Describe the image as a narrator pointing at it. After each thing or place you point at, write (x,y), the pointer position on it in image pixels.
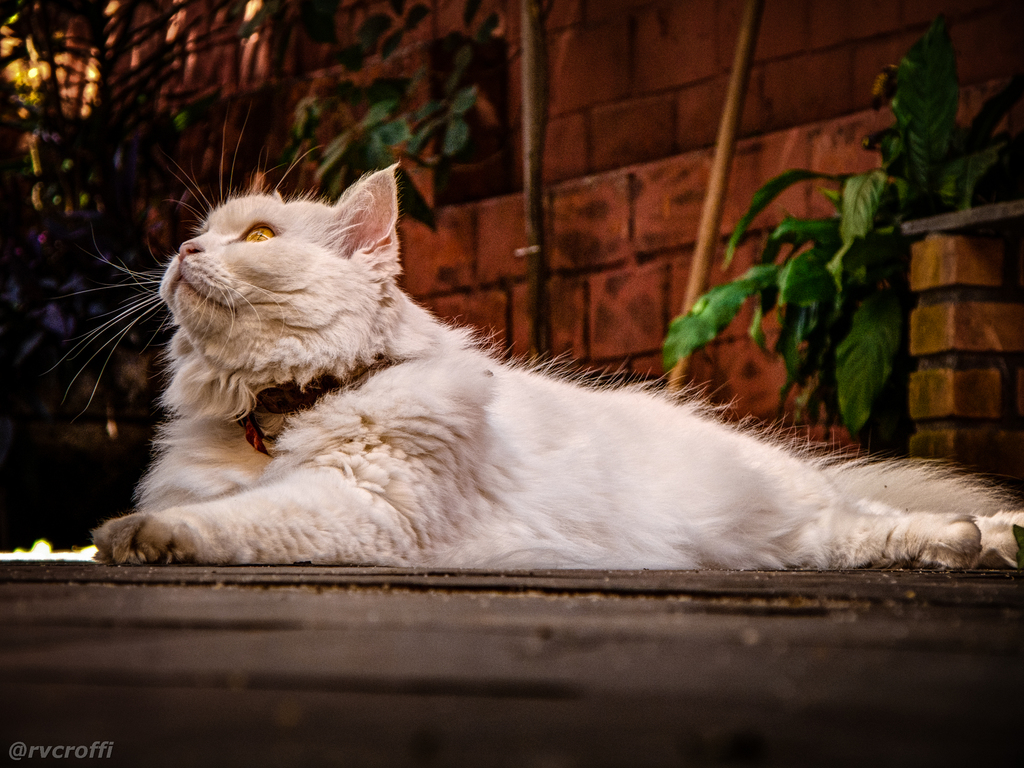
In this image I can see a white color cat (377,483) is laying on the ground (465,593) and looking at the upwards. In the background (599,279) there is a red color wall (591,183) and some plants (65,140).
